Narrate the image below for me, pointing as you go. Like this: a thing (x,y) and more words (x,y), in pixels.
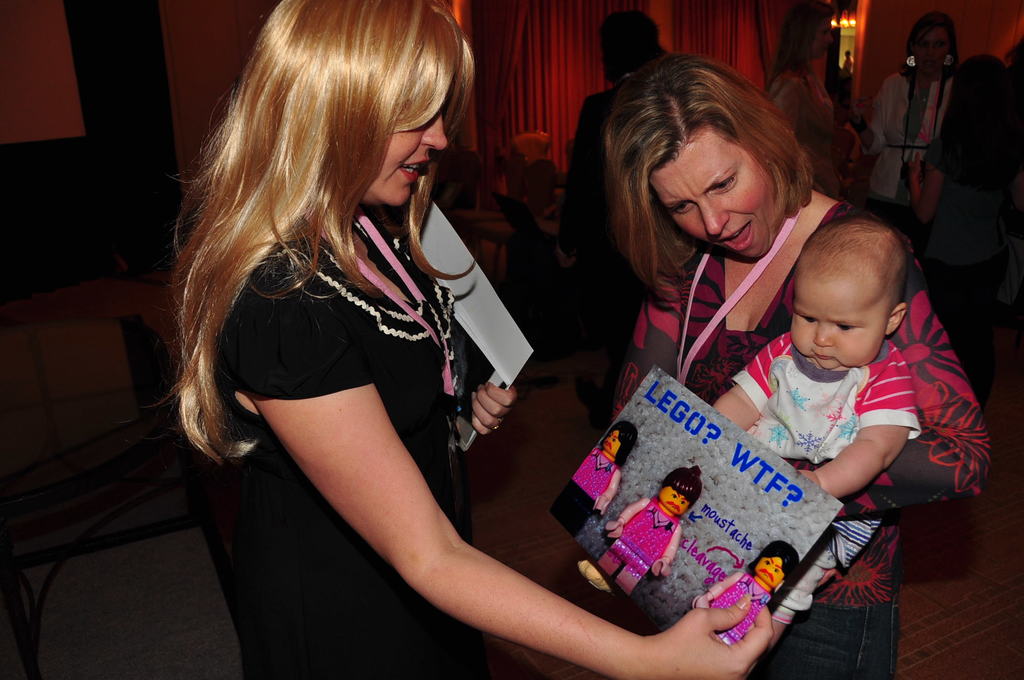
In this image in the foreground (358,210) there are two women (393,459) standing, and one woman (753,190) is holding a baby (817,362) and one woman (389,335) is holding a poster (764,512) and a paper (475,308). And in the background (926,115) there are a group of people (912,93) standing and also there are some chairs (528,176), curtains (487,191) and wall (865,21). At the bottom (941,618) there is floor (957,614), and on the left side (80,485) there is one table (55,550).
